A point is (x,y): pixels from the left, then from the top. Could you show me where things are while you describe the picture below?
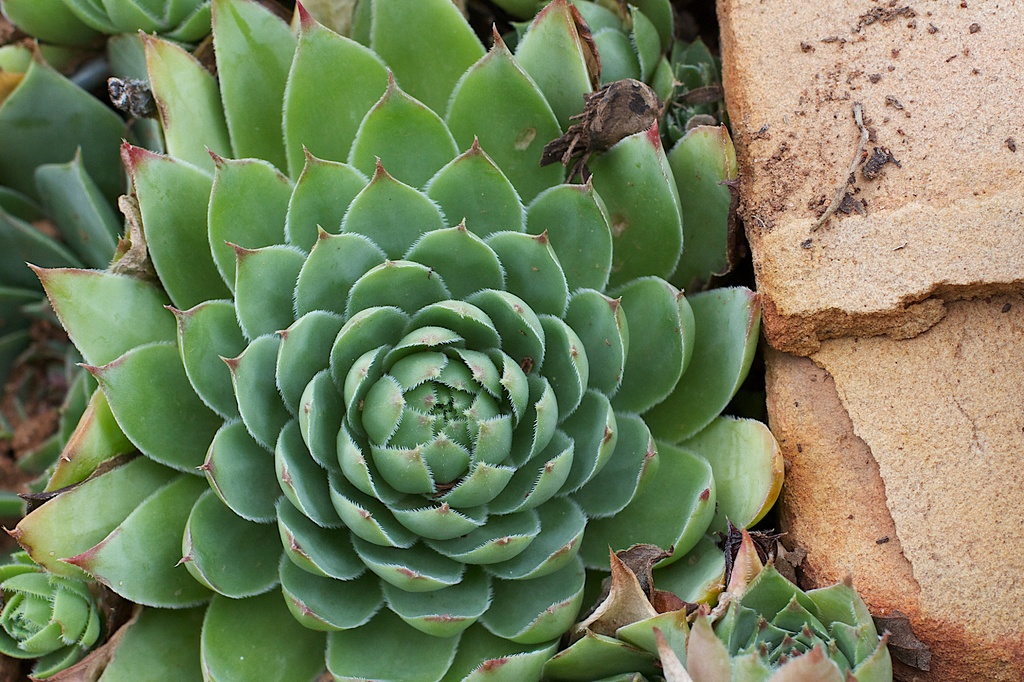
There are plants (546,446). On the right side (827,265) there are stones (897,306).
